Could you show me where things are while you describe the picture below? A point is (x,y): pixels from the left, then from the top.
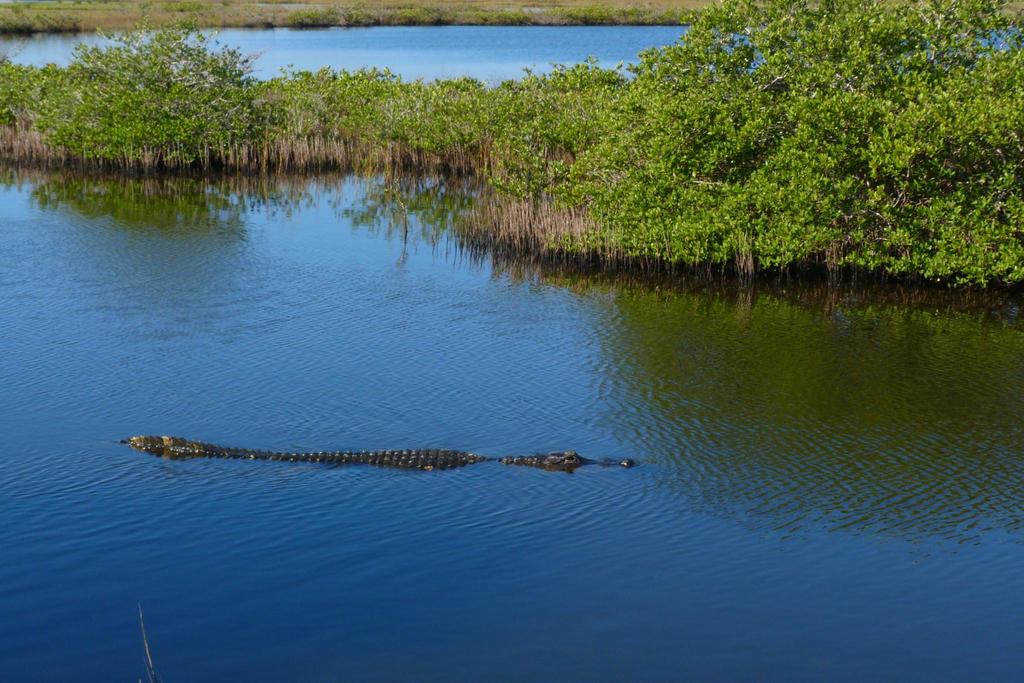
In this picture we can see a crocodile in the water (325,433) and trees (991,106). In the background of the image (420,14) we can see plants (306,11) and grass (616,4).
